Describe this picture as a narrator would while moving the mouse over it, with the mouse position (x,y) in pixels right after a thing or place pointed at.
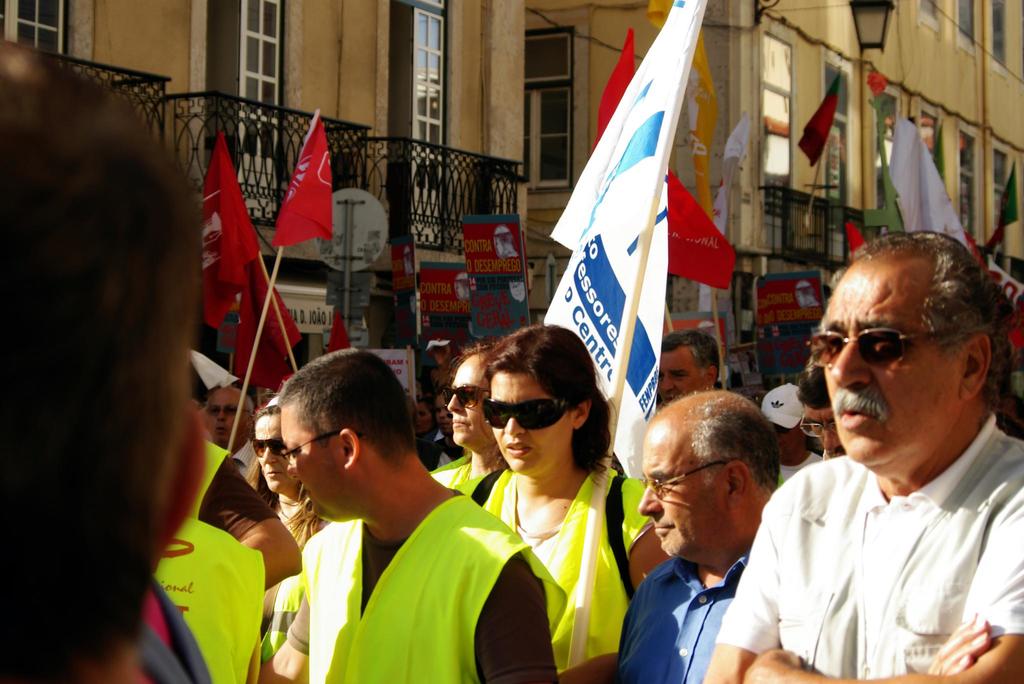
In the image I can see a group of people (818,428) walking on the road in which some of them holding flags (582,253) beside them there is a building (929,40).
